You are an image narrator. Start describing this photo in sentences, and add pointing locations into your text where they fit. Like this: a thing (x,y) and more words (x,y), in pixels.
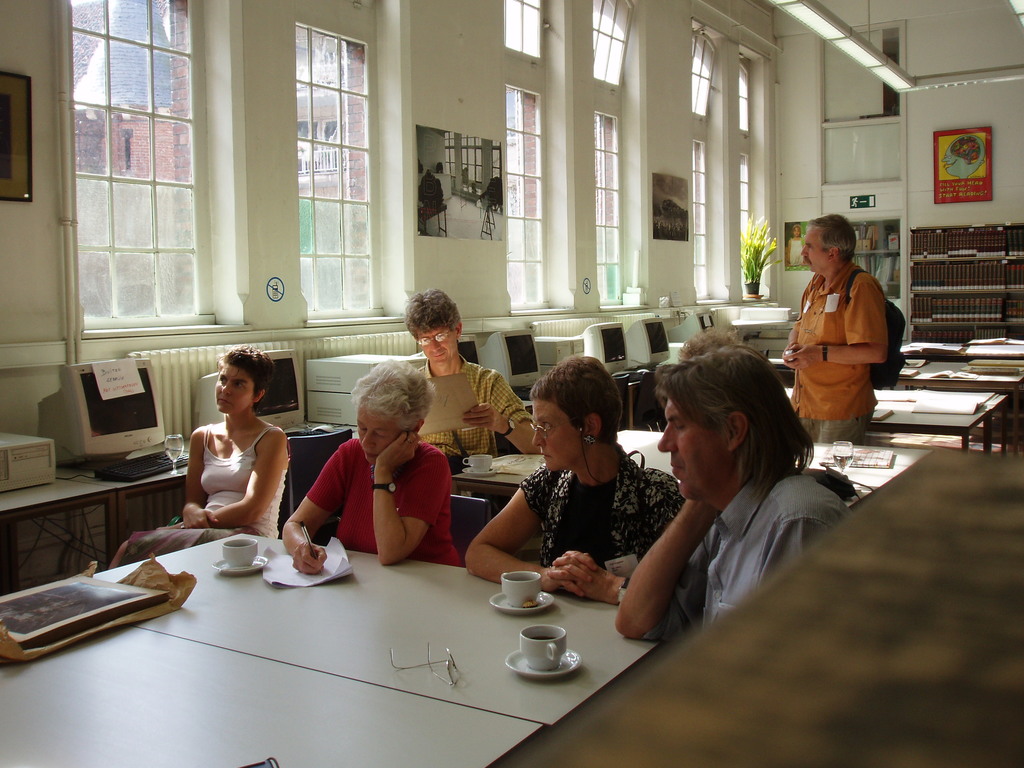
In this image there are few persons (249,421) sitting on the chair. A person (856,416) is standing is carrying a bag (899,323) is wearing a orange shirt (807,318). Left side (72,490) there are few monitors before there are keyboards (131,476) and glass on the table (56,496). Left side there is a picture frame (16,171). Right side there is a rack (918,340) having books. At the top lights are hanged from roof (868,6). There are cups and spectacles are on the table (450,605).
